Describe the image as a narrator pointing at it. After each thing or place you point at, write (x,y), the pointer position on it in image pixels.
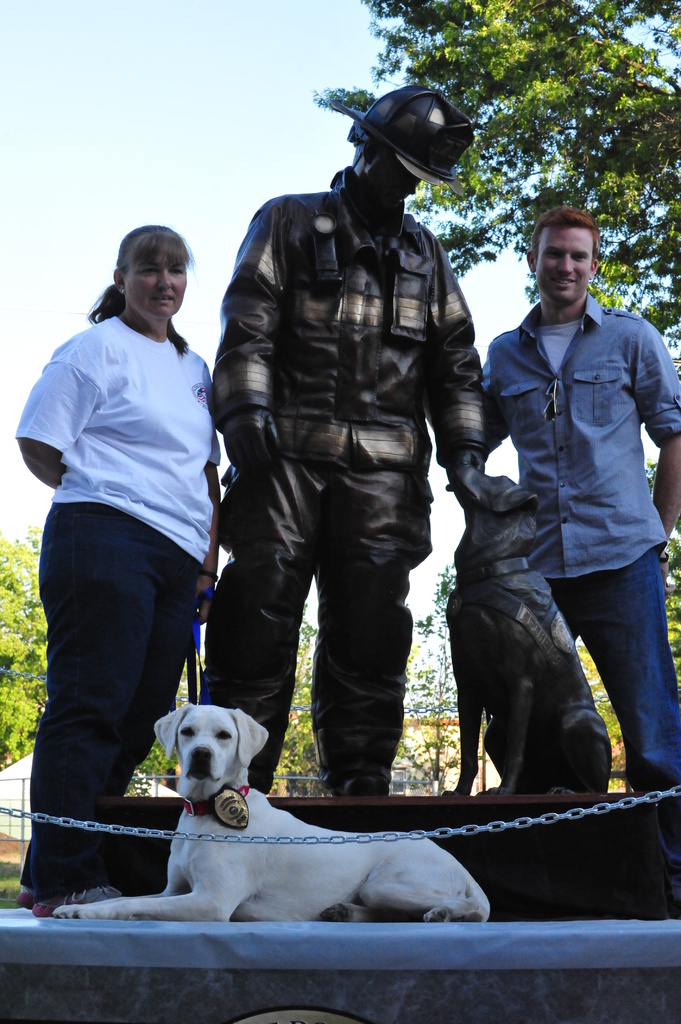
In this image, two peoples (590,375) are stand near the statue (368,445). That is a human statue (377,330). There is a dog (485,627) on the right side (509,652). At the bottom (408,848), there is a white color dog (268,881) is sat. We can see chain (392,839), cover (245,956). At the background (219,101), there is a sky (233,232), trees (570,102), some plants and wall (11,801), fencing (14,838) here, grass (10,873).
